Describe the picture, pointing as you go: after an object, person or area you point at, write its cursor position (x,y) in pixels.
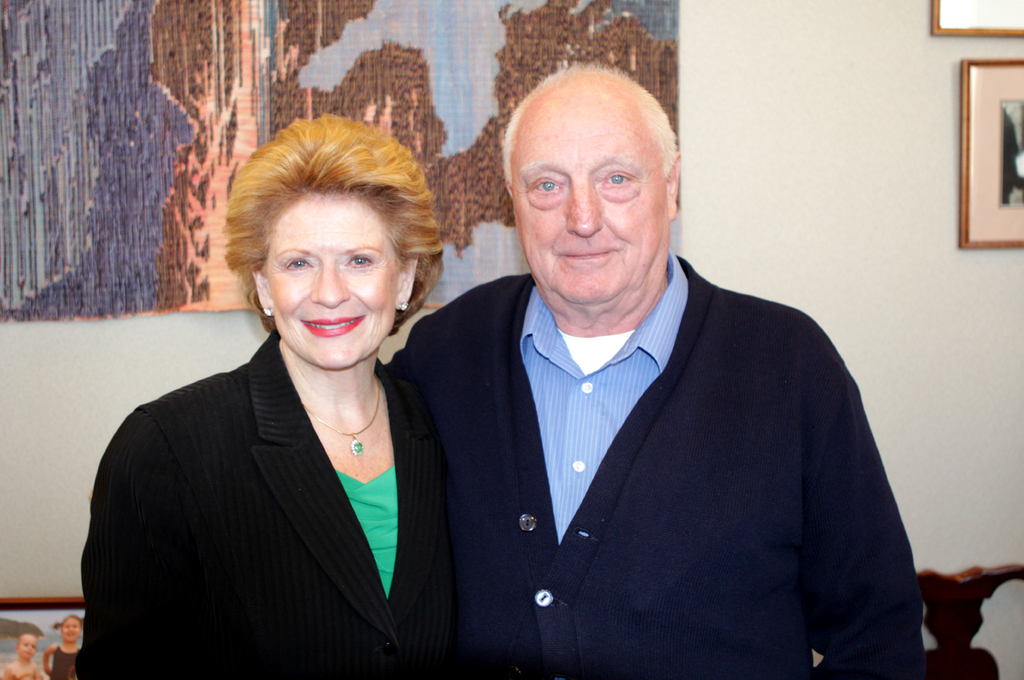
In this picture we can see a man (654,657) and a woman (149,409) smiling and at the back of them we can see some objects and frames (980,28) on the wall (945,58).
